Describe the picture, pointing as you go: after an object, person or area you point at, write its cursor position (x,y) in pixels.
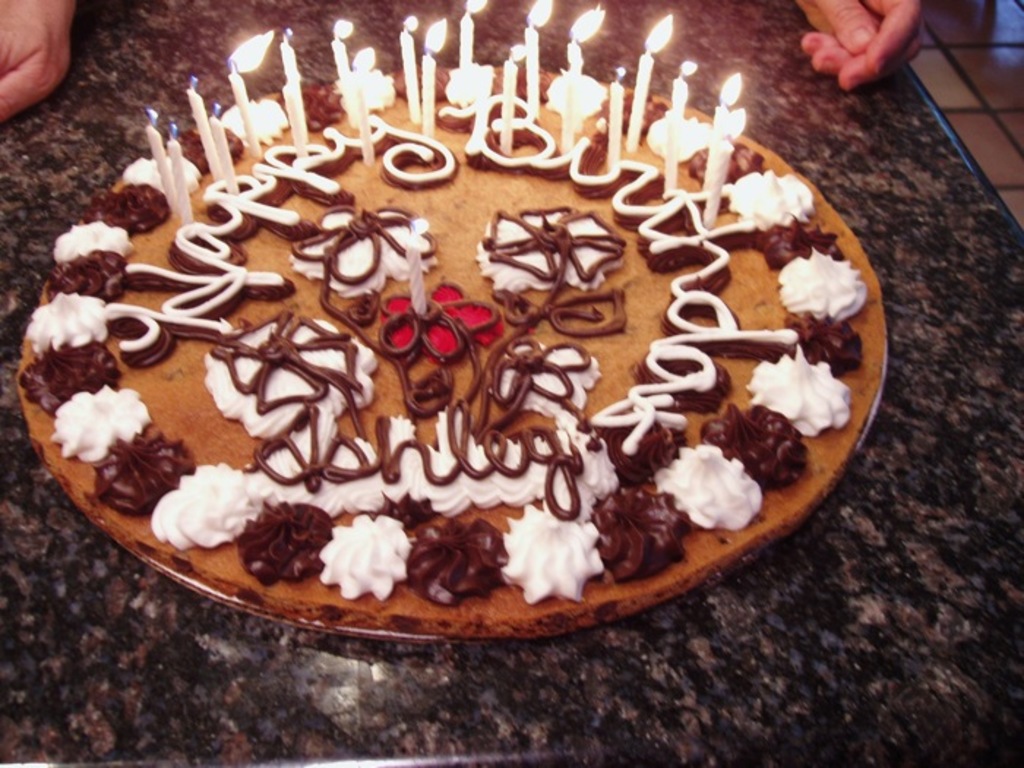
In the center of the image (625,496) we can see a cake (797,321) with group of candles (365,75) placed on countertop (815,569). In the background (886,23), we can see the hands (902,44) of a person (8,69).
